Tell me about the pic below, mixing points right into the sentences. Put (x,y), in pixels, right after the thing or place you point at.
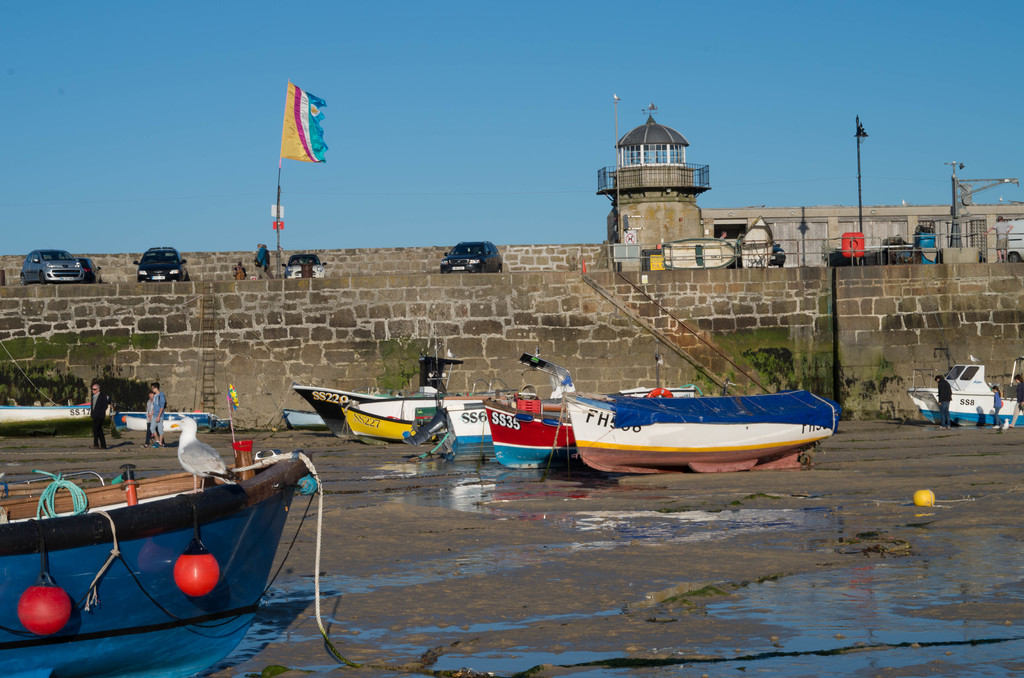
In the picture I can see many boats (254,530) are on the ground (675,483), here I can see muddy water (819,597), I can see people (101,417) walking on the ground (162,447), I can see a bird (213,470) on the boat (121,596), I can see stonewall (761,325), steps (735,363), flag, vehicles (291,267) parked here and the blue color sky (566,231) in the background (566,231).
